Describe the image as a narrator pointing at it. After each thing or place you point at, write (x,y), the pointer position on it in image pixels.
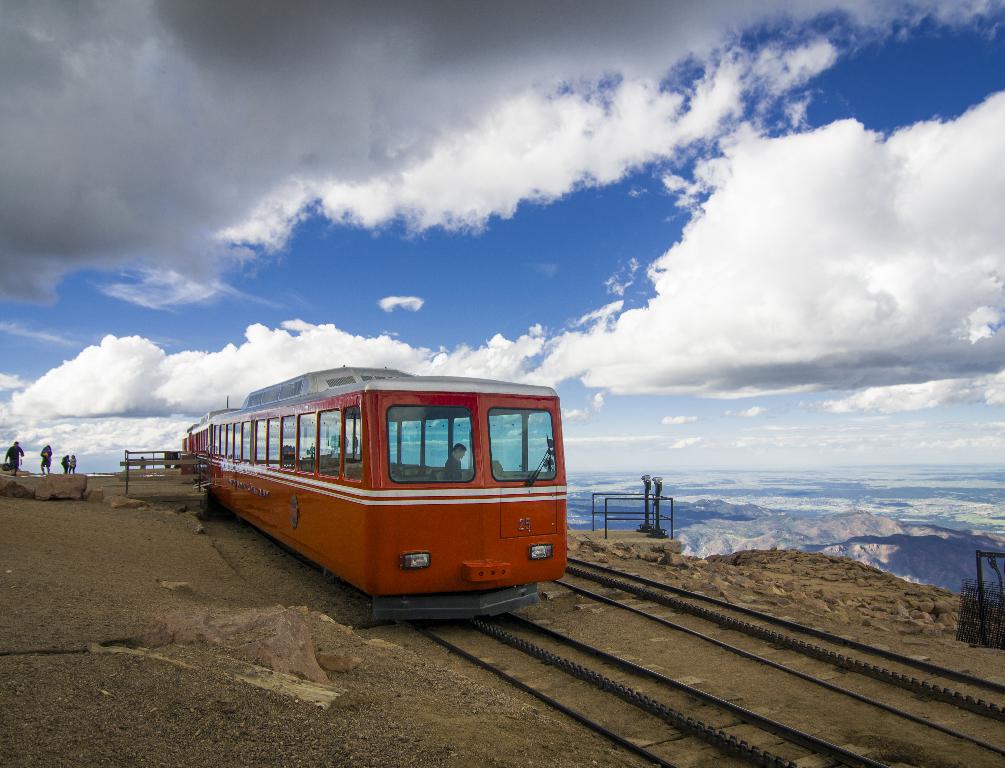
In the center of the image (367,481) we can see a train (426,504) on the railway track (617,687). On the left side of the image (5,487) there are persons (48,460) and rocks (77,491). In the background (572,410) there are hills (780,524), sky (646,413) and clouds (648,321).
